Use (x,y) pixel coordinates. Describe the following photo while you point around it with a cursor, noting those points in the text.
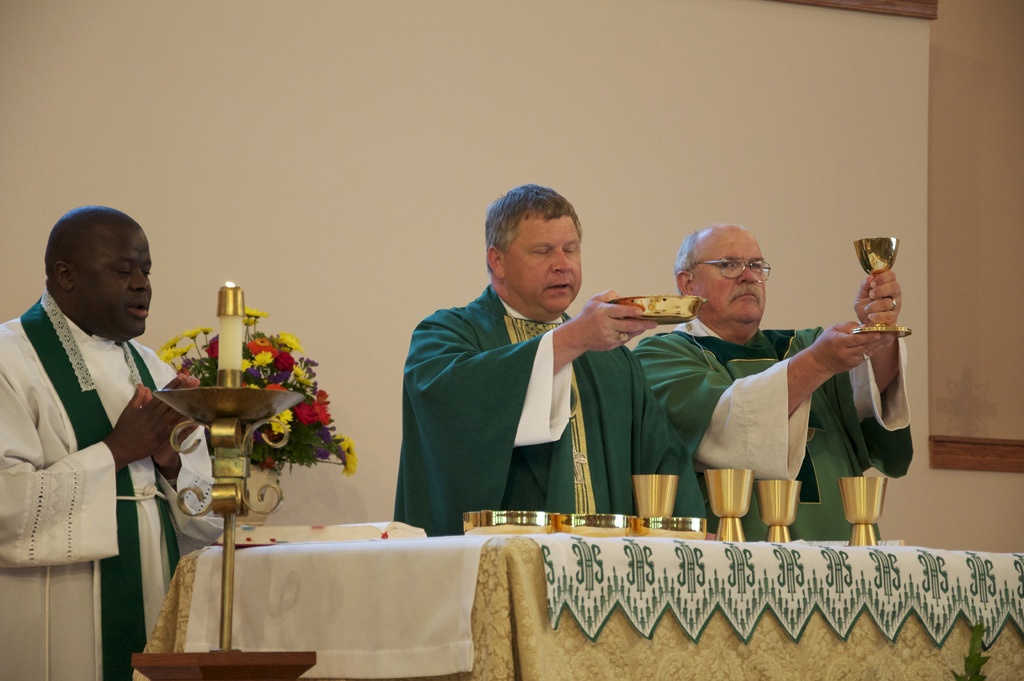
In this picture we can see three men (528,417) standing where two men (475,322) holding a glass (865,267), bowl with their hands (630,337) and in front of them we can see a candle stand (225,514), table (829,627) with cloth (484,586), glasses (872,515), bowls (640,518) and a book (290,537) on the table (552,546), flower vase (289,375) and in the background (375,210) we can see the wall (375,210).
